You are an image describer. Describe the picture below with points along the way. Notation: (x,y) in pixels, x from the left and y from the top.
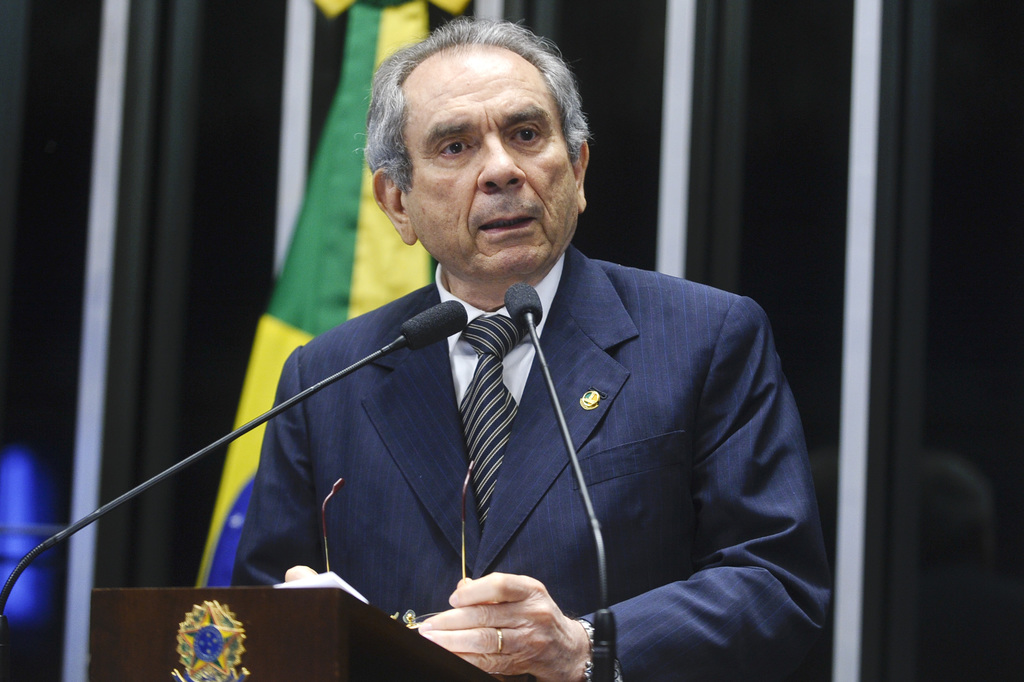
In this picture there is a man (703,354) who is wearing suit (641,484) and watch (594,654). He is holding a spectacle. On the bottom (610,641) we can see two mics (611,657) on the speech desk (219,607). On the background (334,228) there is a flag (414,259). Here we can see some dark.
